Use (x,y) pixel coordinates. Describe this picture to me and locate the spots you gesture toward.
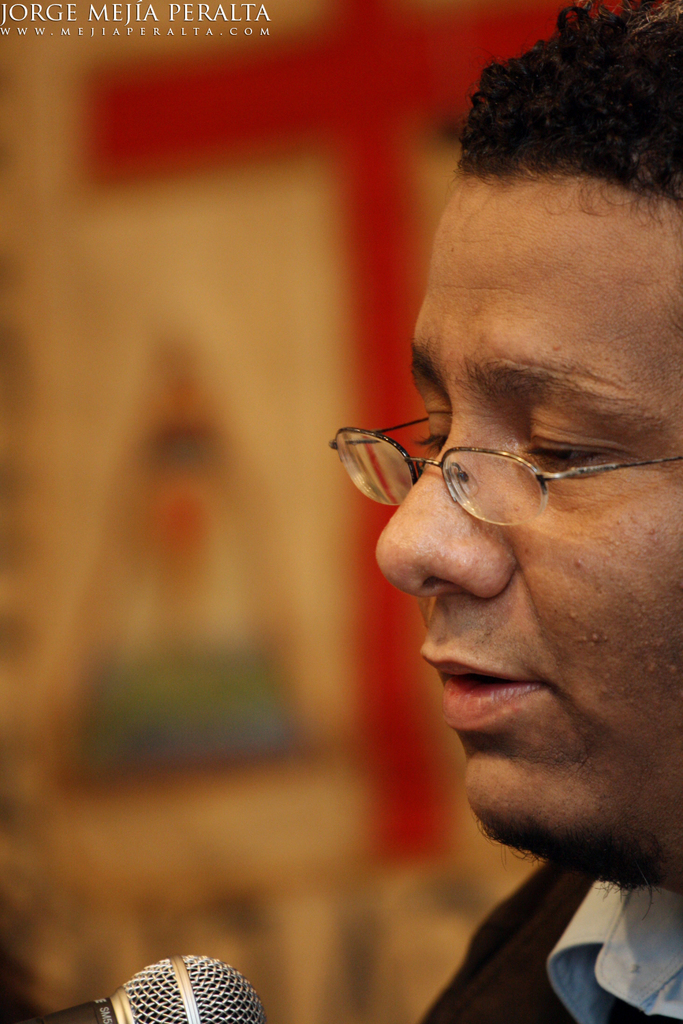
In the foreground of this image (473,699), on the right (572,628), there is a face (620,485) of a man (615,539) and in front of him, there is a mic (185,963) and the background (190,438) image is blur.
